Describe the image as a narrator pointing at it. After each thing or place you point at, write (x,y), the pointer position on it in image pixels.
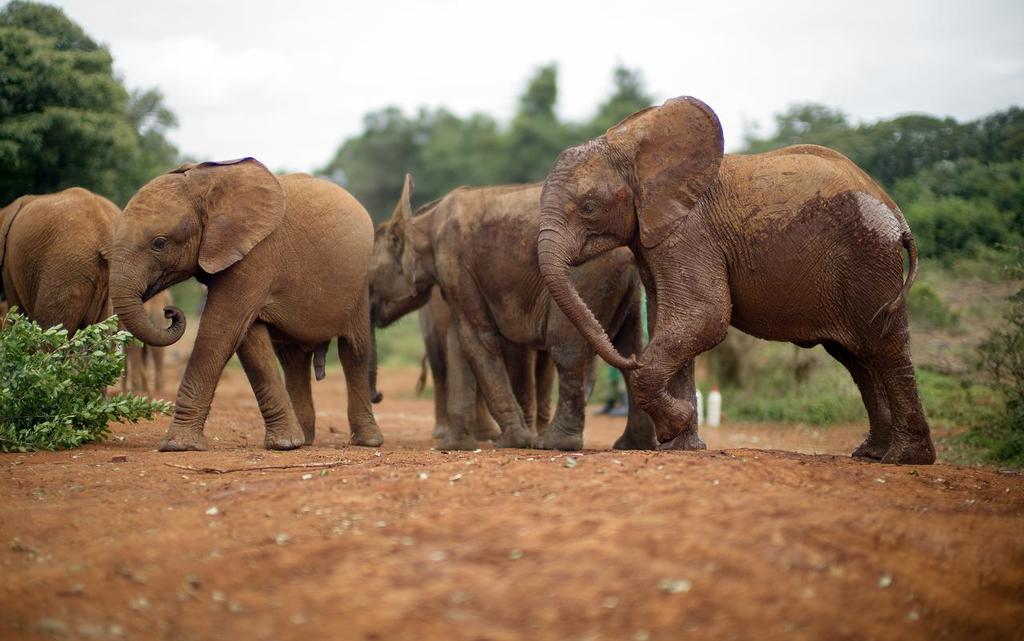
In this picture there are few elephants (481,286) on the way (534,453) and there are few trees (85,146) on either sides of it.
